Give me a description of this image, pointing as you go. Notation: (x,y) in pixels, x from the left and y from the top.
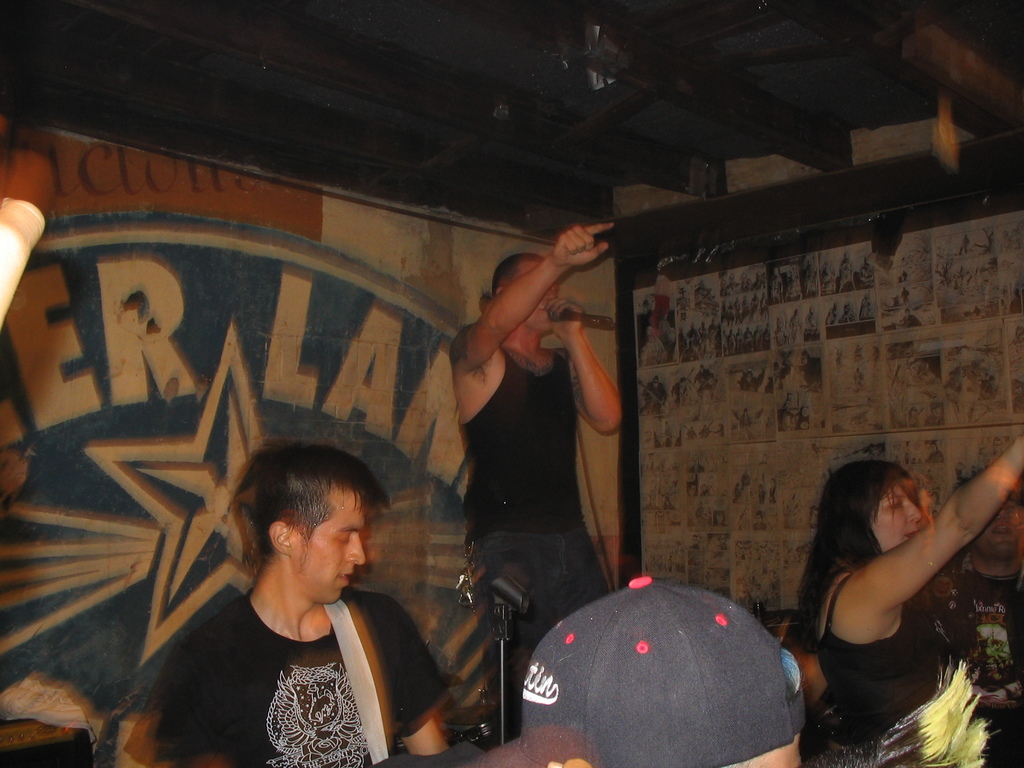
In this image, we can see a person (551,409) is holding a microphone (582,319) and raising hand (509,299). At the bottom (958,513), we can see few people (842,716), rod (499,705). Here we can see a cap (710,698). Background (751,349) there is a wall (753,391). Top of the image (541,187), we can see the ceiling (501,81).
